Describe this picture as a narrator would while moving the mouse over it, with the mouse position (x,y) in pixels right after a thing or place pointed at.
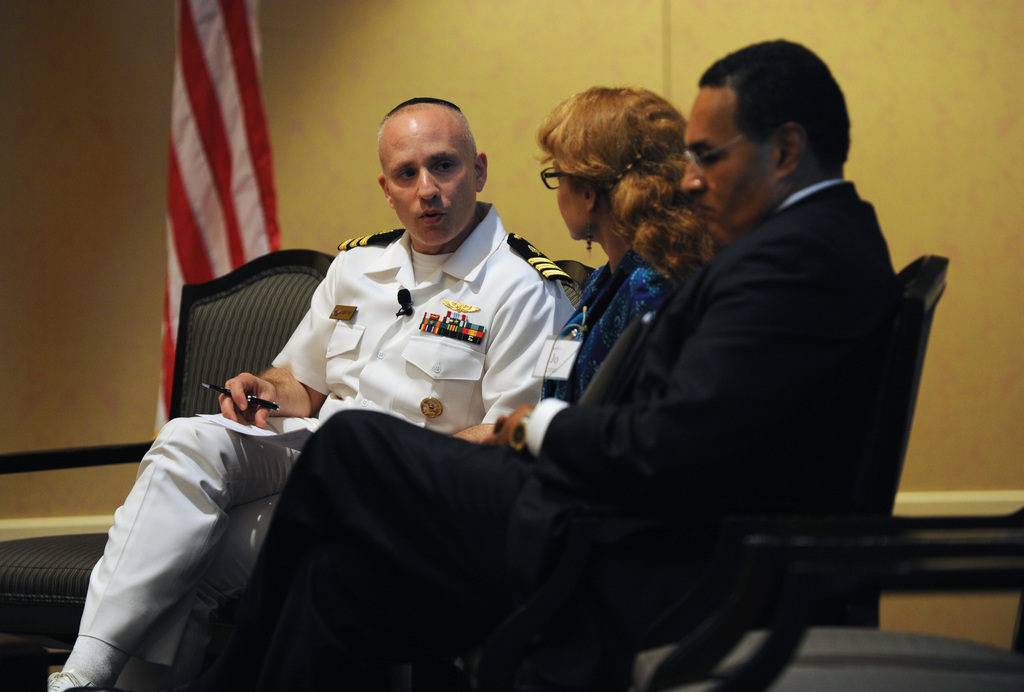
In this image there are people (509,465) sitting on chairs (266,357), in the background (210,74) there is a flag (185,235) and a wall (909,183).
